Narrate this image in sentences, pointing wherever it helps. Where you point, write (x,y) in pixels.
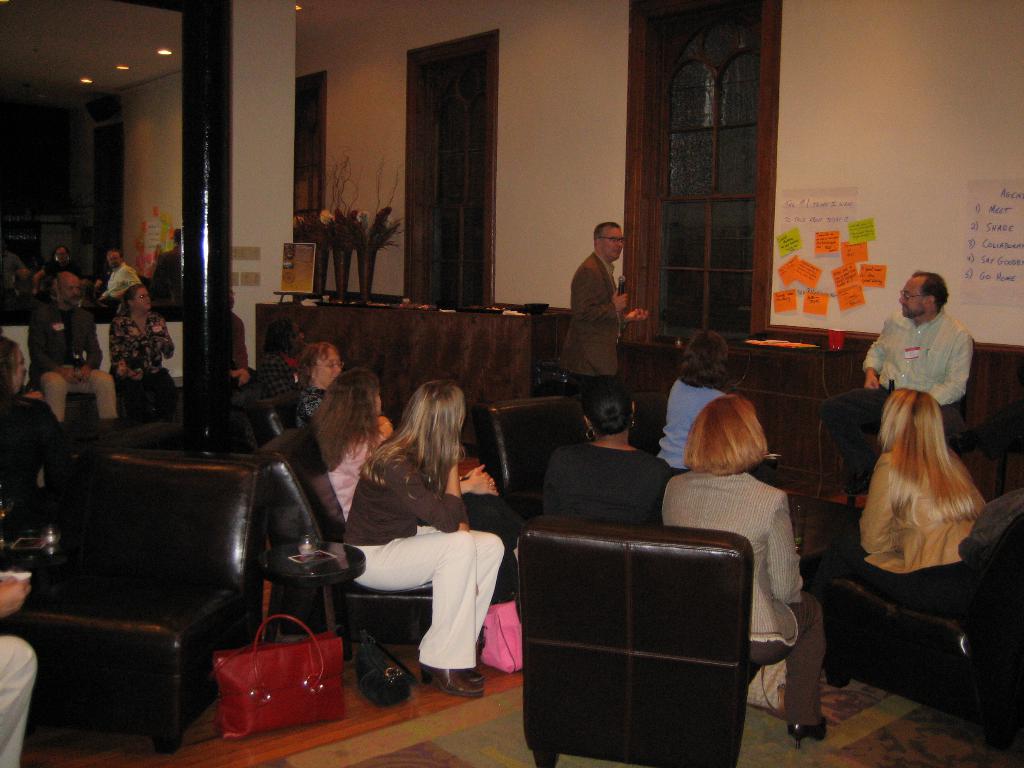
this is completely an indoor picture. On the background of the picture (400,136) we can see a wall (602,154) and doors (734,206). These are house plants (352,245) and its a show pieces (366,261). We can see sticky notes (835,242) on the wall (876,192). Here we can see few persons (447,447) sitting on the chairs (350,623). This is a red handbag (291,697) on the floor (324,736). Here we can see one man (577,373) standing and talking something in a mic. At the left side of the picture (77,331) we can see few persons (104,383) sitting.
